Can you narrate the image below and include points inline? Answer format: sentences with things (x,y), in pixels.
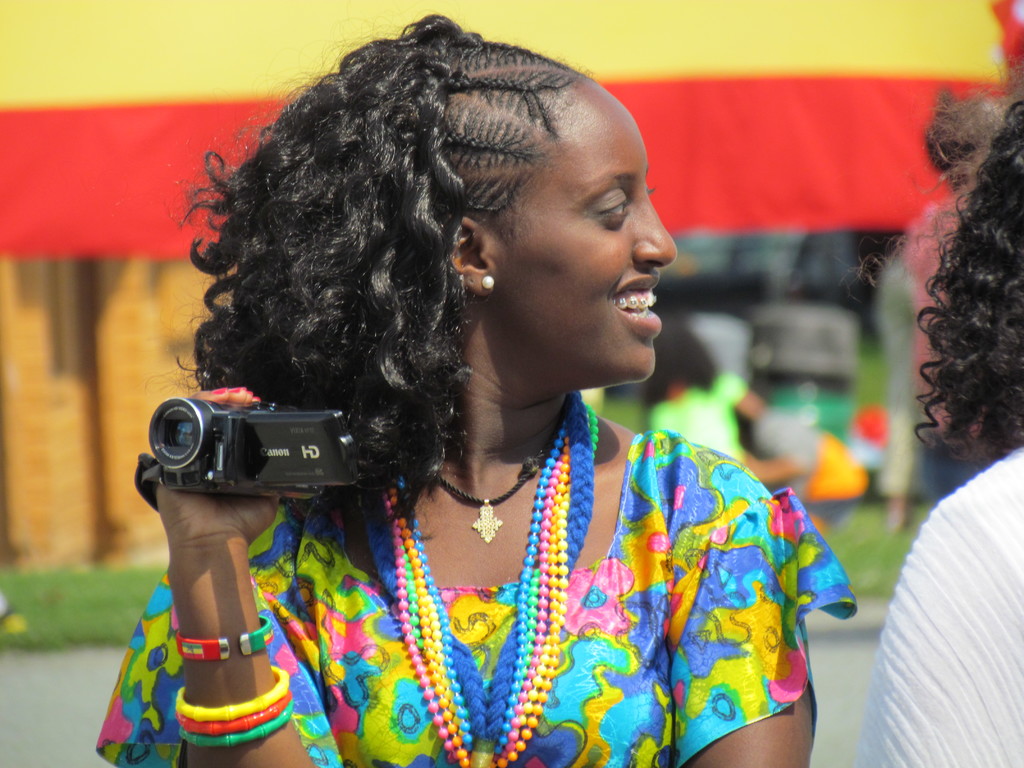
In this picture we can see women (650,581) wore colorful dress (352,641) and colorful bangles (238,724) to her hand (220,571) holding camera (249,470) in her hand (225,397) and looking at somewhere and beside to her another person (993,401) and in background (177,71) we can see some tent like thing (818,147), grass (97,614) and it is blurry.
